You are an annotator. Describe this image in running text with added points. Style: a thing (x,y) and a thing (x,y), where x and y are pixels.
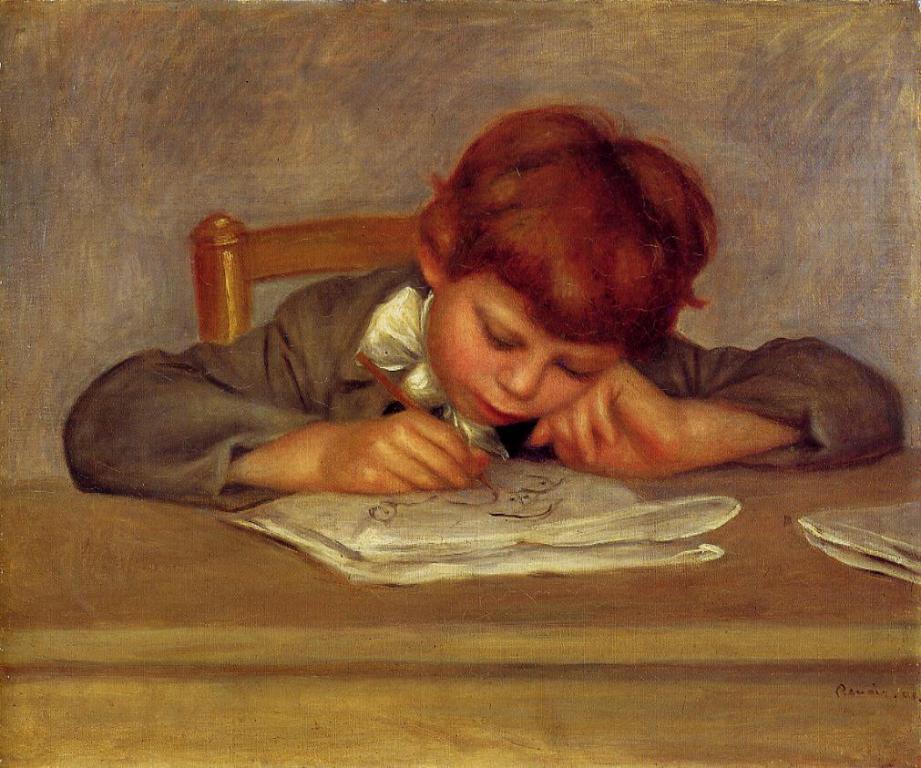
There is a boy (367,297) sitting on the chair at the table (559,606). On the table (668,590) there are books (438,513) and he is writing on the book (540,525) with a pen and this is a wall (848,182).
